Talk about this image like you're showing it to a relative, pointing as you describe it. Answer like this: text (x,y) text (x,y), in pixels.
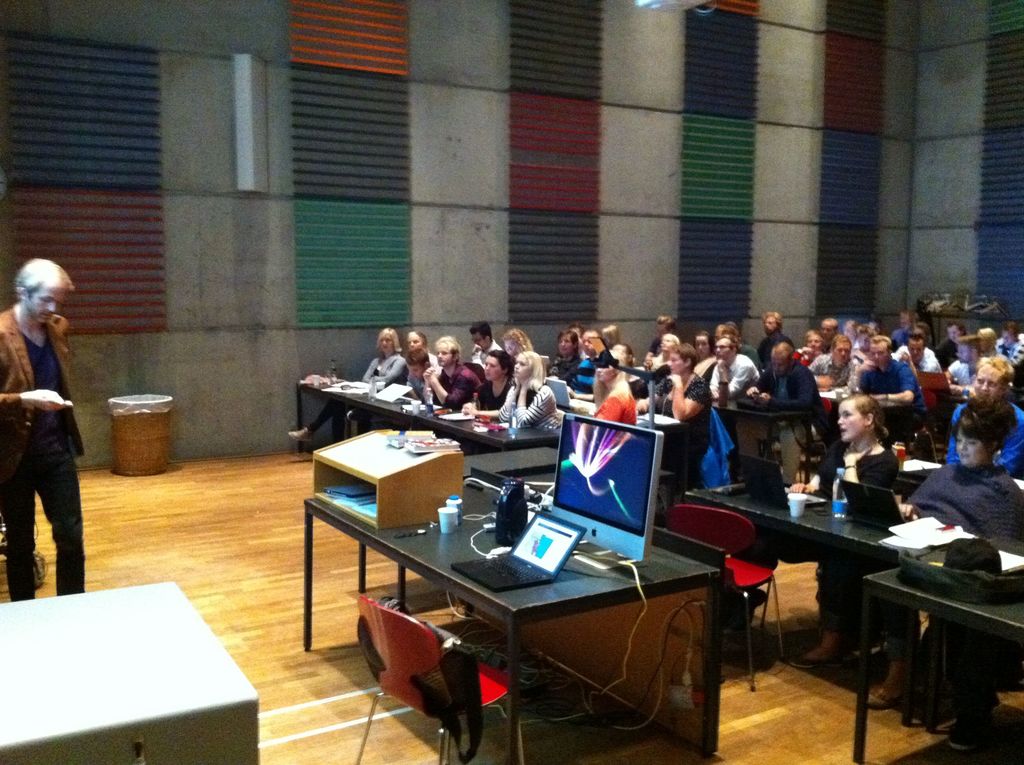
In this picture we can see some persons (958,446) are sitting on the benches (1015,631). This is the table (518,619) and there is a chair (385,688). On the table (565,600) we can see a laptop (539,557), monitor (659,464), and a cup (447,535). This is the floor (272,536). And here we can see a person (32,276) standing on the floor (227,524). And this is the wall (556,168).
